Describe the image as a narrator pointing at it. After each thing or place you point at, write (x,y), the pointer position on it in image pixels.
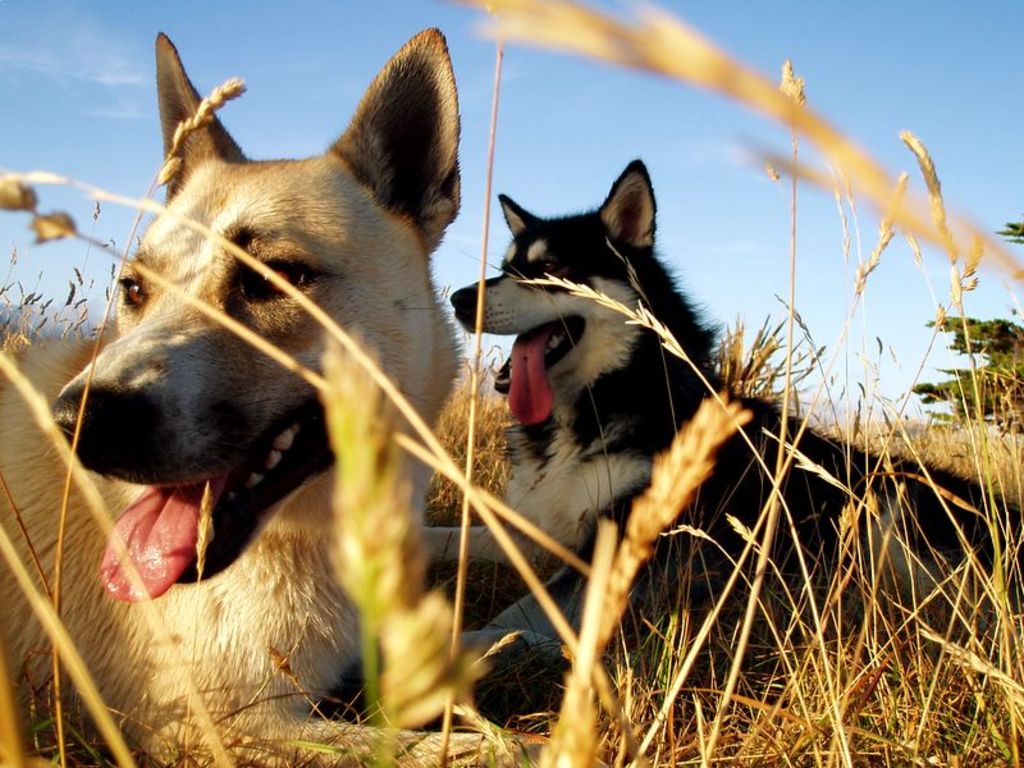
In this image we can see two dogs (655,388) on the ground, some trees (1008,365) on the right side of the image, it looks like smoke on the left side of the image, some wild wheat grass (996,430) on the ground (24,723) and at the top (938,140) there is the sky (945,174).
